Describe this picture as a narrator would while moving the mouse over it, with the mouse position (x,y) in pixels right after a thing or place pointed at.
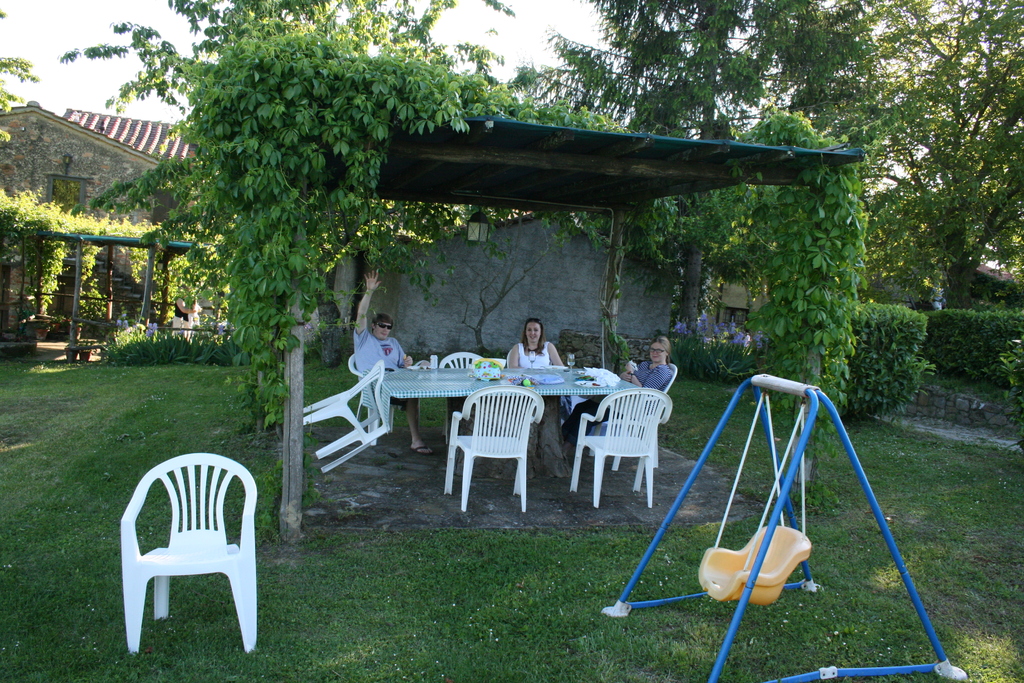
There are three person (535,341) sitting around a table (453,382). There are chairs (377,432). And this is a shed (487,143). Behind that there are trees (878,257), plants (696,360). And the ground (113,431) is full of grass (293,584). There is a swing (723,530). And the person (387,349) is wearing a goggle (388,329). There is a lamp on the shed (502,201). In the background (95,167) there is a building (95,167).
